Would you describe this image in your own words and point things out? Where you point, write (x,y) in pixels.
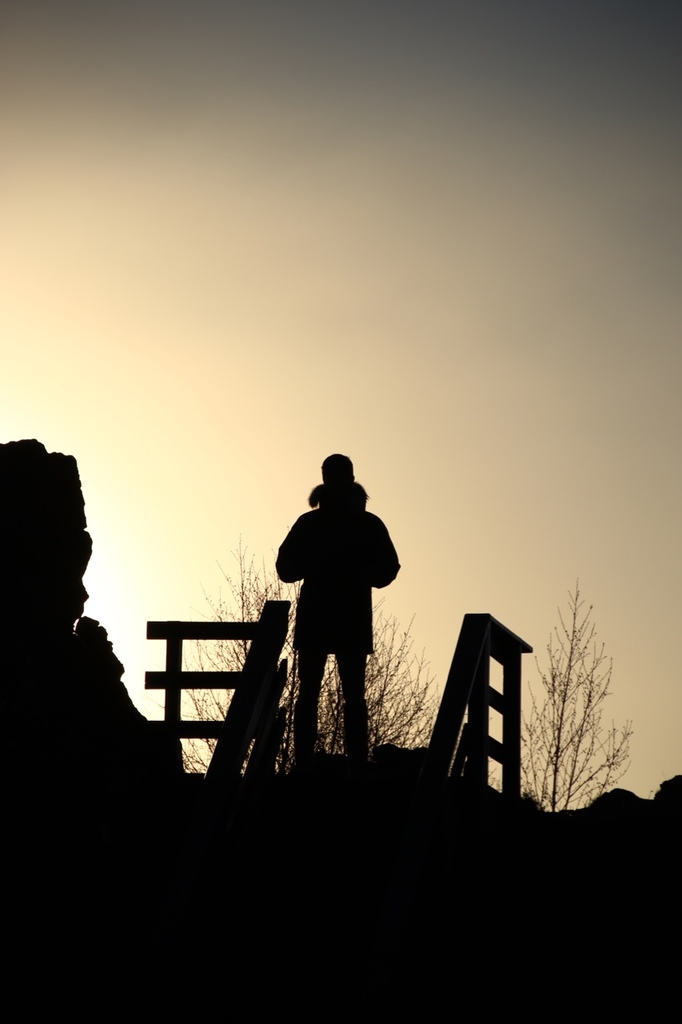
In this image there is a person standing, trees (602,728), and in the background (400,308) there is sky (400,308).
